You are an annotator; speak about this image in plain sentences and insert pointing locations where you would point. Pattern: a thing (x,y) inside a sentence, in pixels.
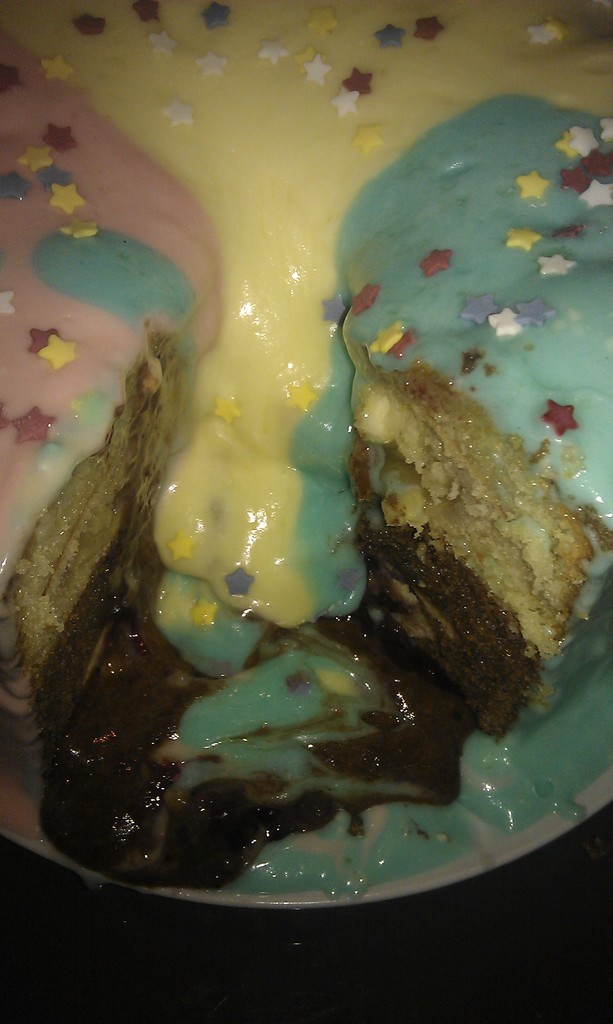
In this image we can see cake (437,375) in a plate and on it we can see cream (174,67). At the bottom (278,912) the image is dark.
